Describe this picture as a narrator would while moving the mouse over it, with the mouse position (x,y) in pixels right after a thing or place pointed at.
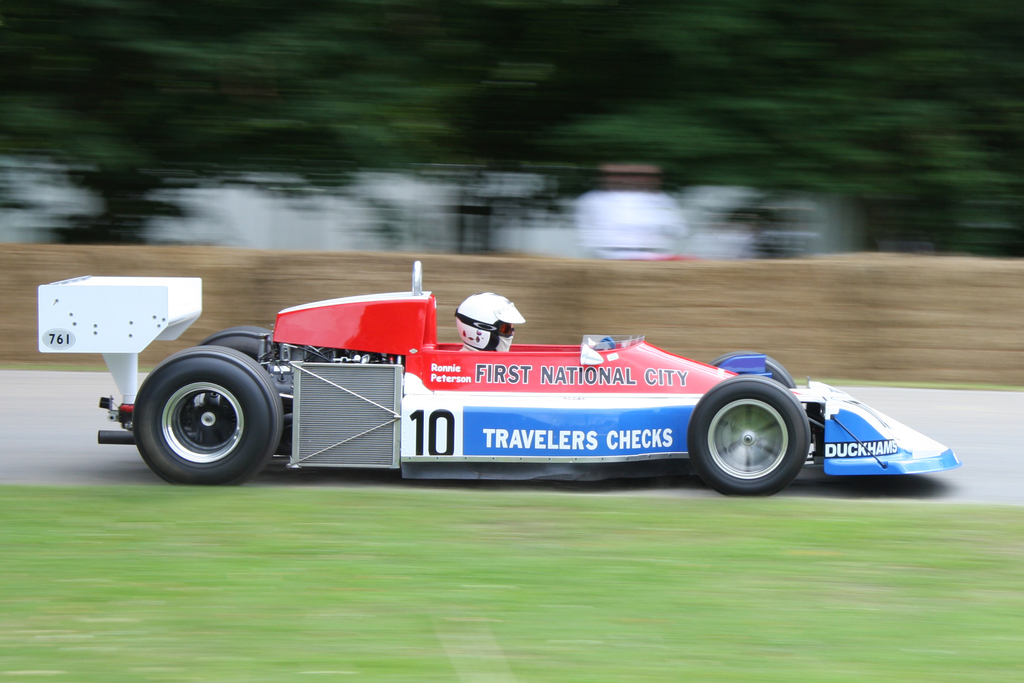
In this image I can see a vehicle (569,419) which is in red, white and blue color. One person (466,332) is sitting inside and wearing helmet (503,314). Background (18,166) is blurred.
